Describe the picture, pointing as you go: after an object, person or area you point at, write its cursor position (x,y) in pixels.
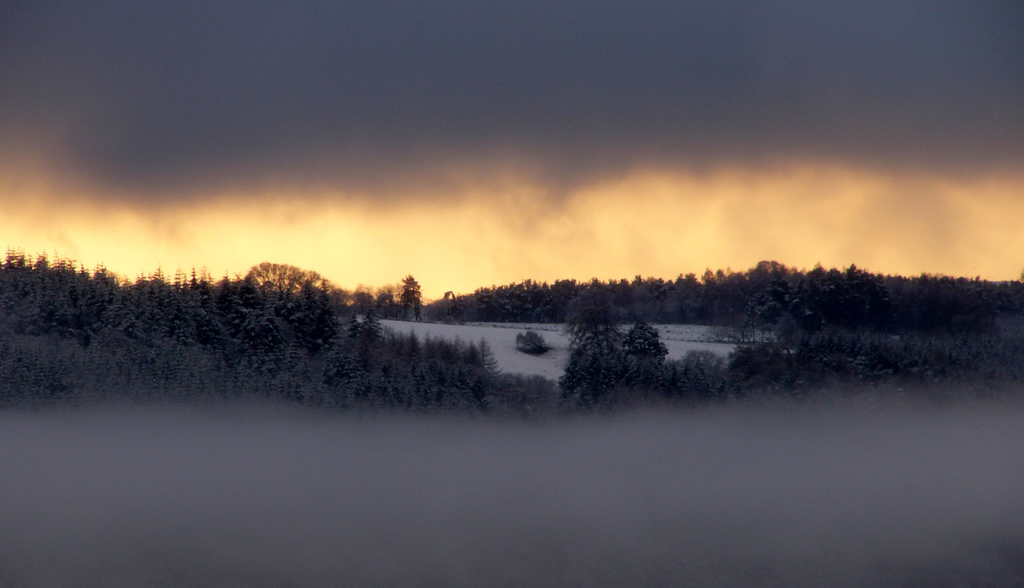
In this image we can see trees (303,334), snow (439,334) and the cloudy sky (322,117) in the background (726,148). This part of the image is blurred.
